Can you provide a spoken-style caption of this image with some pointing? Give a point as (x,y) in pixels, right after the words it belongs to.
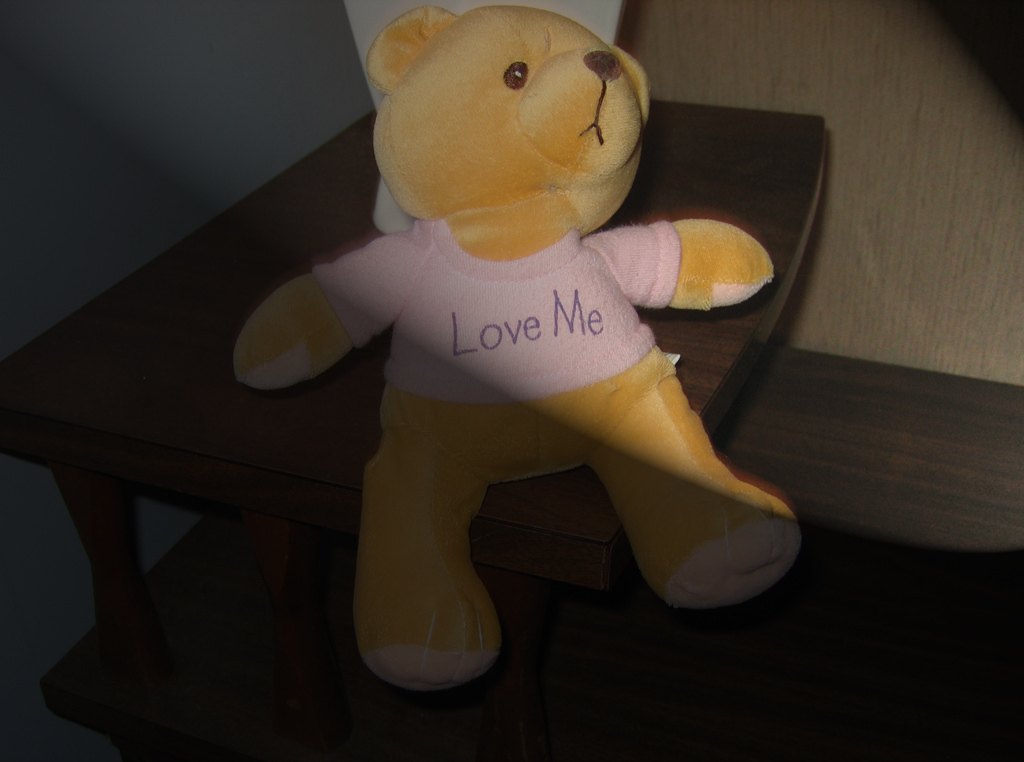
In this picture we can see doll (512,300) and white object (608,19) on the table (189,312). In the background of the image (705,88) we can see wall (94,196).
